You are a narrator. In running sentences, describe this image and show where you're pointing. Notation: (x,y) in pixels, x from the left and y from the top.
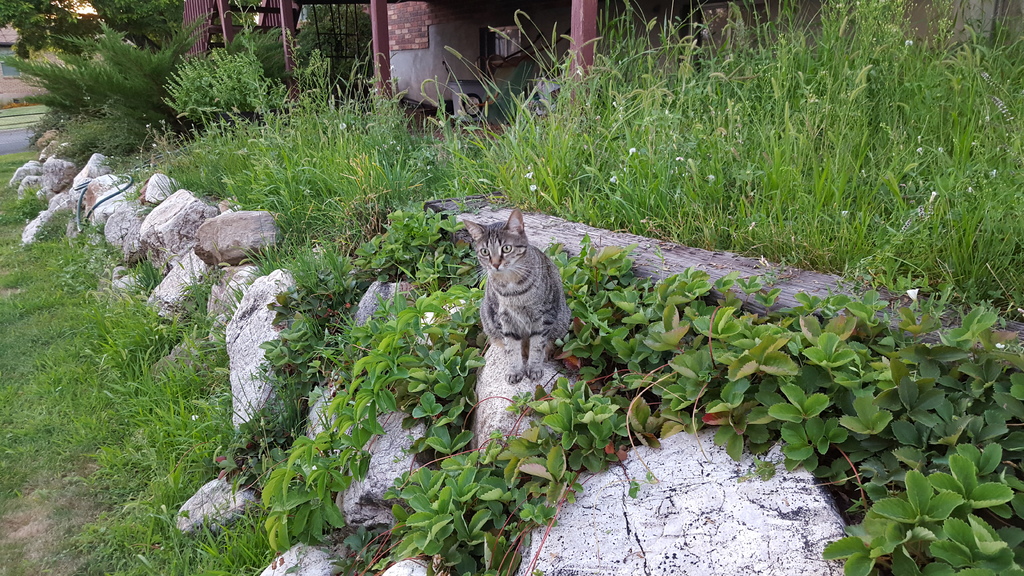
In this image I can see a cat (550,308) sitting on the stone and the cat (559,321) is in brown and black color. Background (143,71) I can see trees (130,71) in green color.
